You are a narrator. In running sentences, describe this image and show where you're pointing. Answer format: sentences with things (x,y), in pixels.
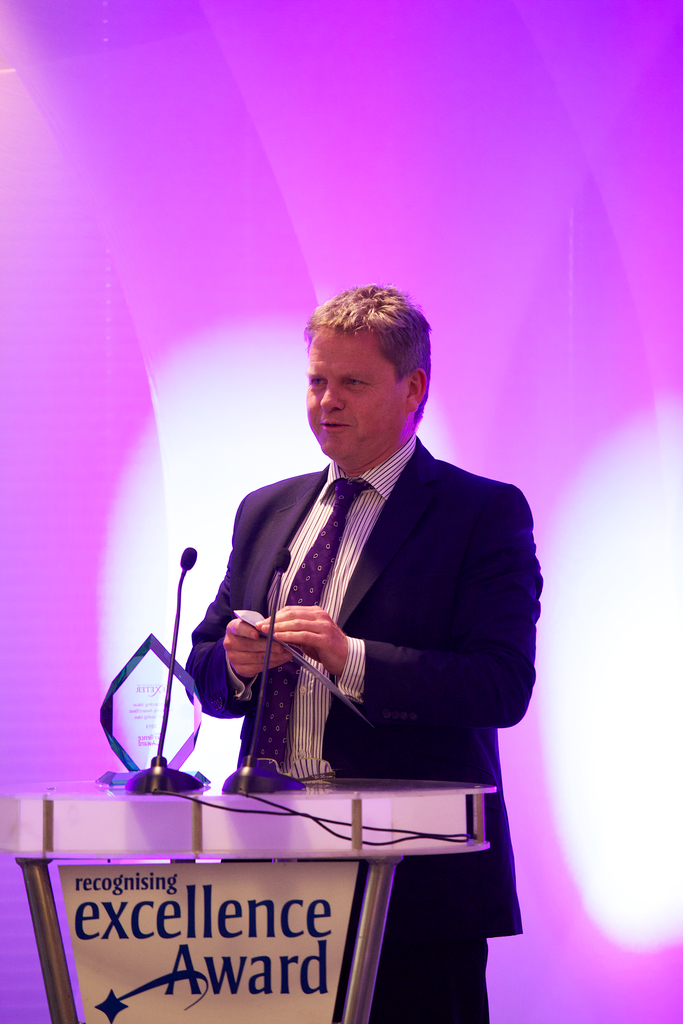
In this image I can see a person (454,995) standing wearing black blazer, white color shirt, in front (243,923) I can see two microphones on the podium (264,850) and I can see pink and white color background (25,329).
